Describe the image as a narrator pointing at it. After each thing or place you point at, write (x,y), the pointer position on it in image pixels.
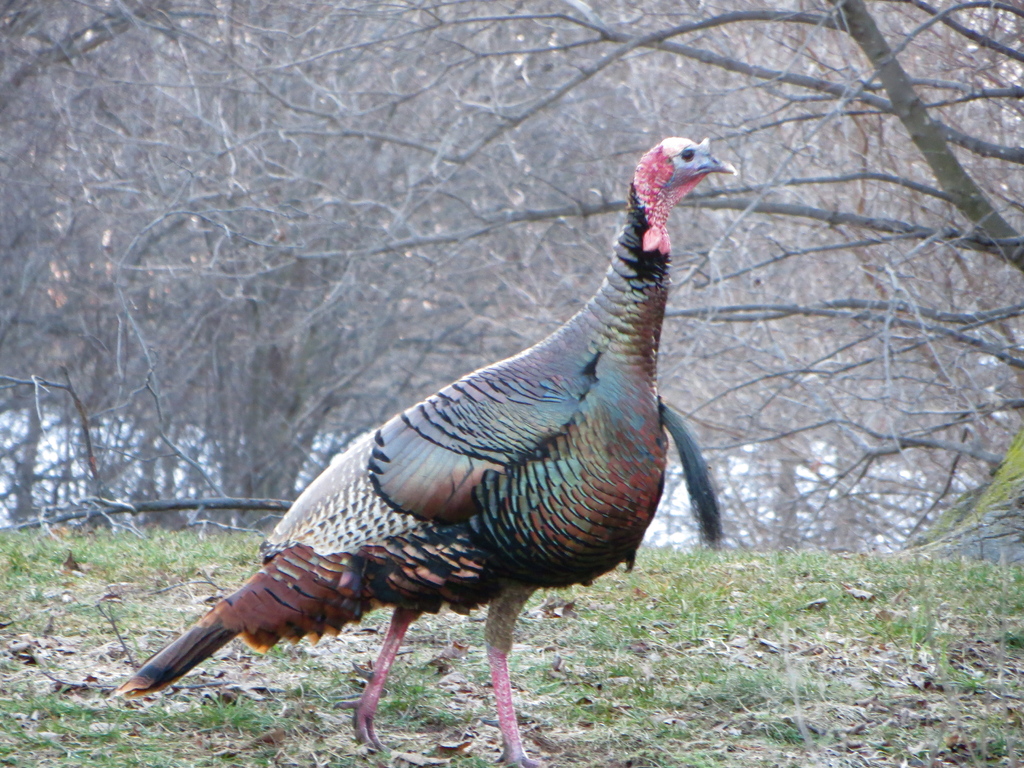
In this picture I can see a bird (399,503) in the middle (362,501), in the background (557,229) there are trees (744,224).
